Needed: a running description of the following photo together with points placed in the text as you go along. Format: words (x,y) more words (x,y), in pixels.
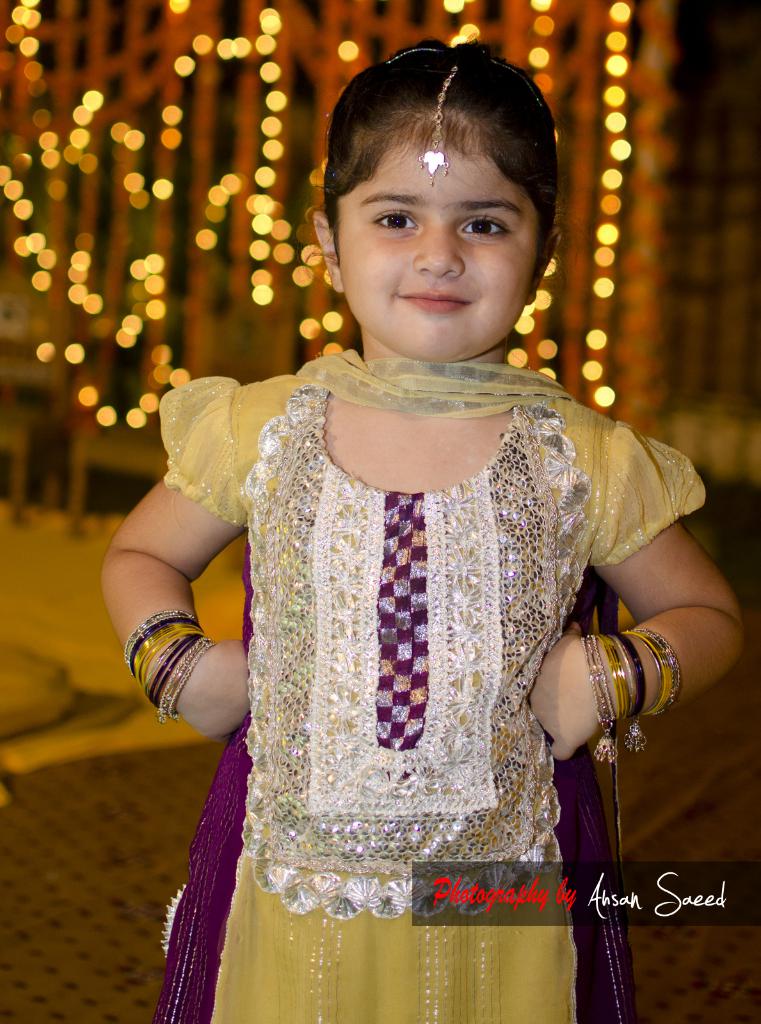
Here, we can see a small girl (179,397) standing, in the background (73,237) there are some lights (50,188).
